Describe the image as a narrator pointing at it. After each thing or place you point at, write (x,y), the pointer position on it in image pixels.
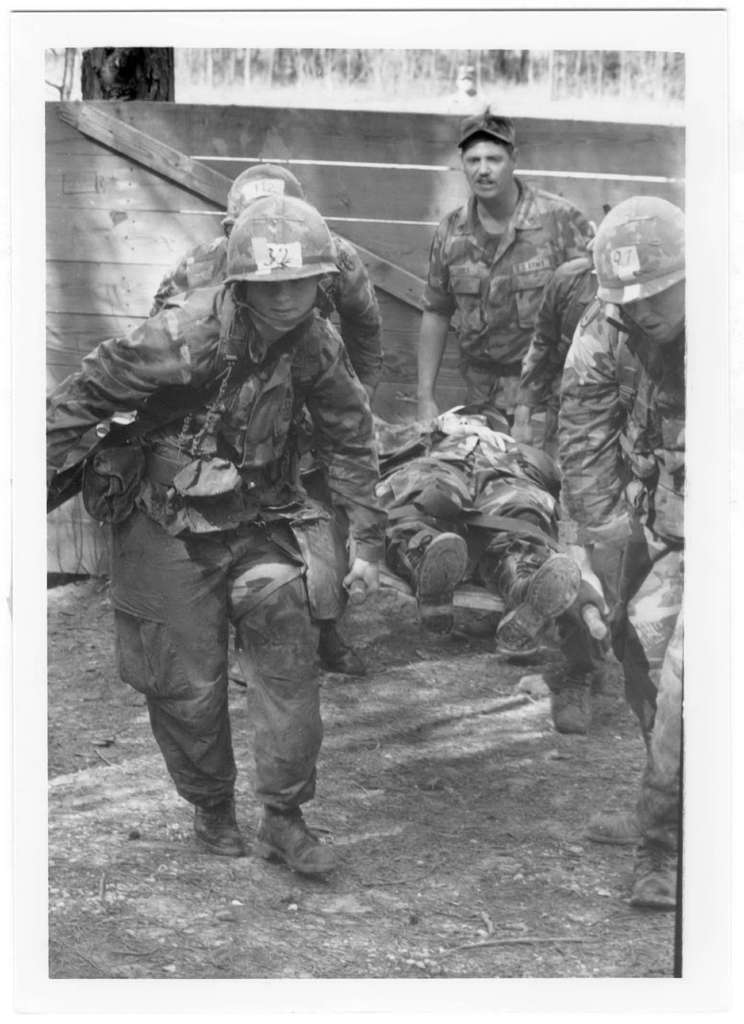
In this image, we can see some soldiers (303,364) carrying a injured soldier (461,510), in the background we can see wall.
